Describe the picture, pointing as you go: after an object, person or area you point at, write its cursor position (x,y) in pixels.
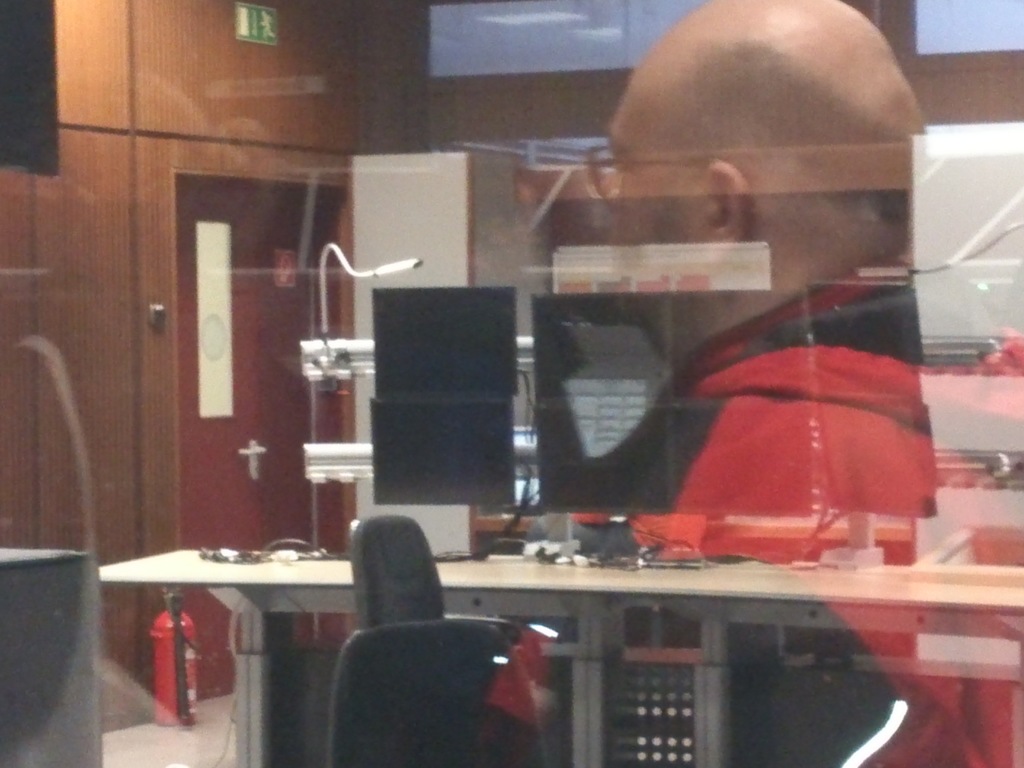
In this image there is a table (625,578) and we can see things (520,506) placed on the table (516,566). There is a chair (446,742) and we can see a door (277,323). There is a wall (595,81) and we can see a person's reflection (837,434) on the glass door (719,291). On the left (161,715) there is a fire extinguisher (189,675).
